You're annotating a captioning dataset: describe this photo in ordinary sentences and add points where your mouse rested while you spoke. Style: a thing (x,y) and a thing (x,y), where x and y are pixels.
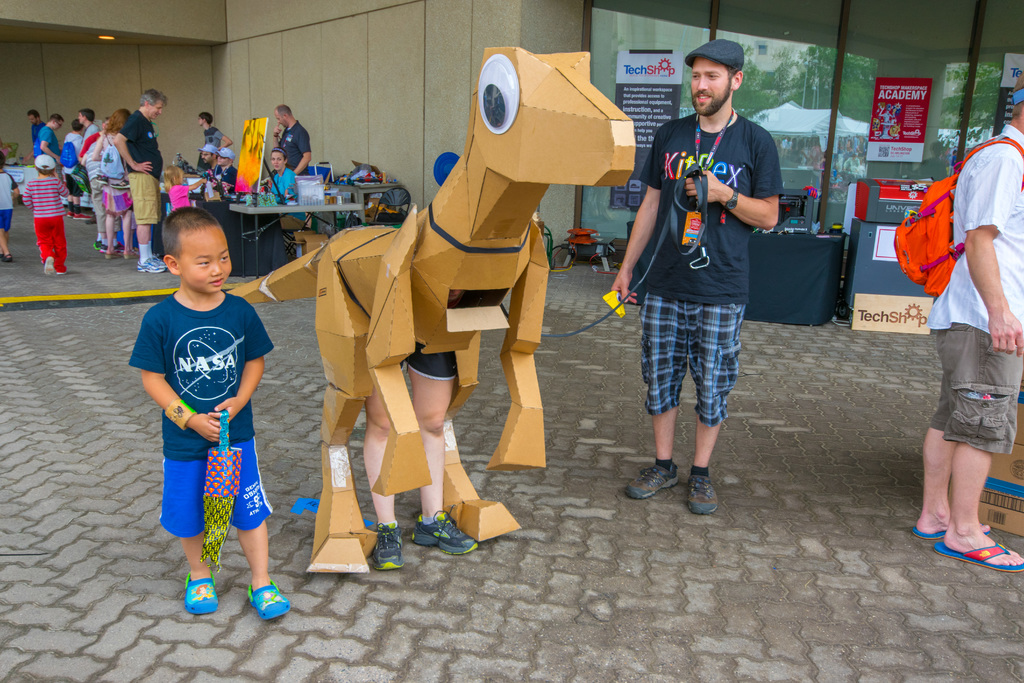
In this image we can see some people (699,424) and among them few people (682,361) are standing and few people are sitting and there is a person (455,364) wearing a costume (460,225) like an animal. We can see the tables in the background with some objects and there are some boards (919,334) with text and we can see some things (340,220) on the floor (894,669).
